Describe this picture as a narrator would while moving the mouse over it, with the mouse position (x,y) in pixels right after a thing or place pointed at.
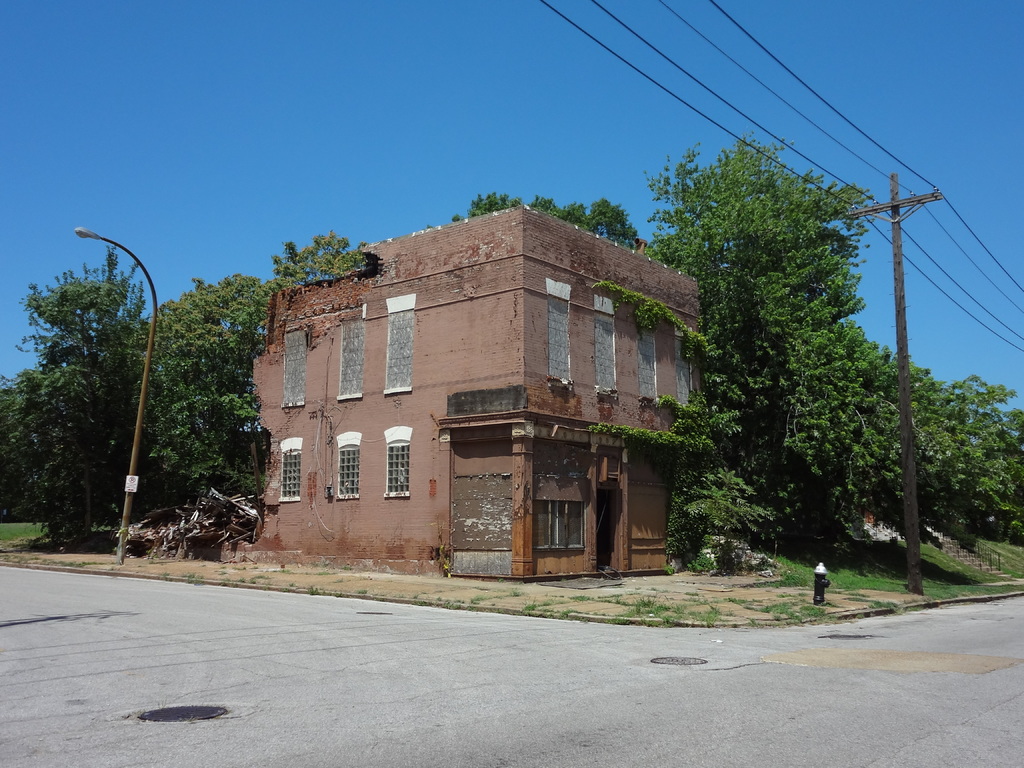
In this image I can see a building (572,445) in brown color, trees (896,522) in green color, an electric pole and a light pole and the sky (295,199) is in blue color.
